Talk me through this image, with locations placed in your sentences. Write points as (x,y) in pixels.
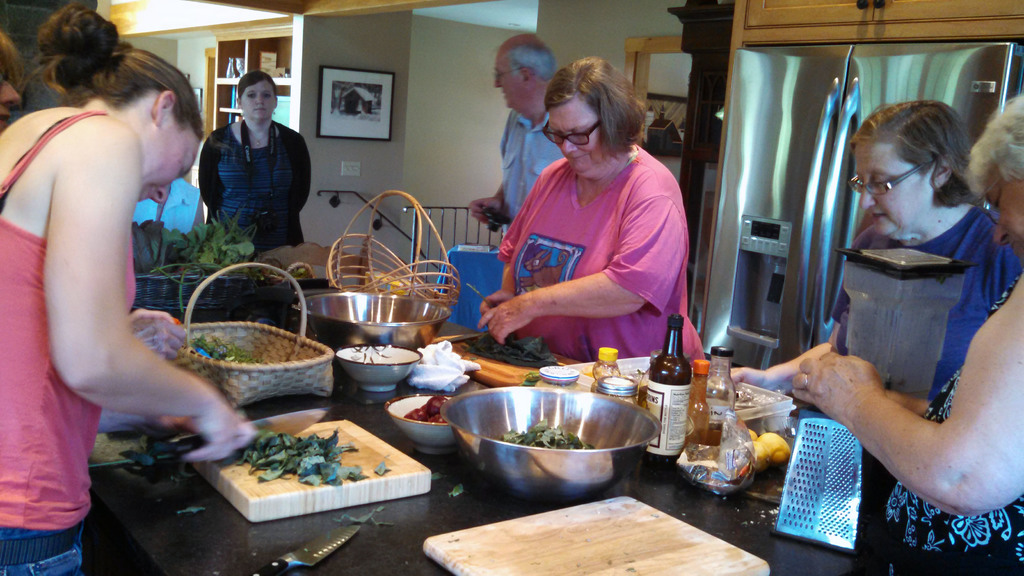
In this image I can see number of persons (878,514) are standing holding few objects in their hands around the black colored table (373,411). On the table (347,559) I can see few knives (286,568), few bowls (480,428), few chopping boards (241,497), few bottles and few other objects (269,460). In the background (439,117) I can see the wall (413,141), a photo frame (367,74) attached to the wall (429,135), a refrigerator (779,180) and few persons (282,161) standing.
